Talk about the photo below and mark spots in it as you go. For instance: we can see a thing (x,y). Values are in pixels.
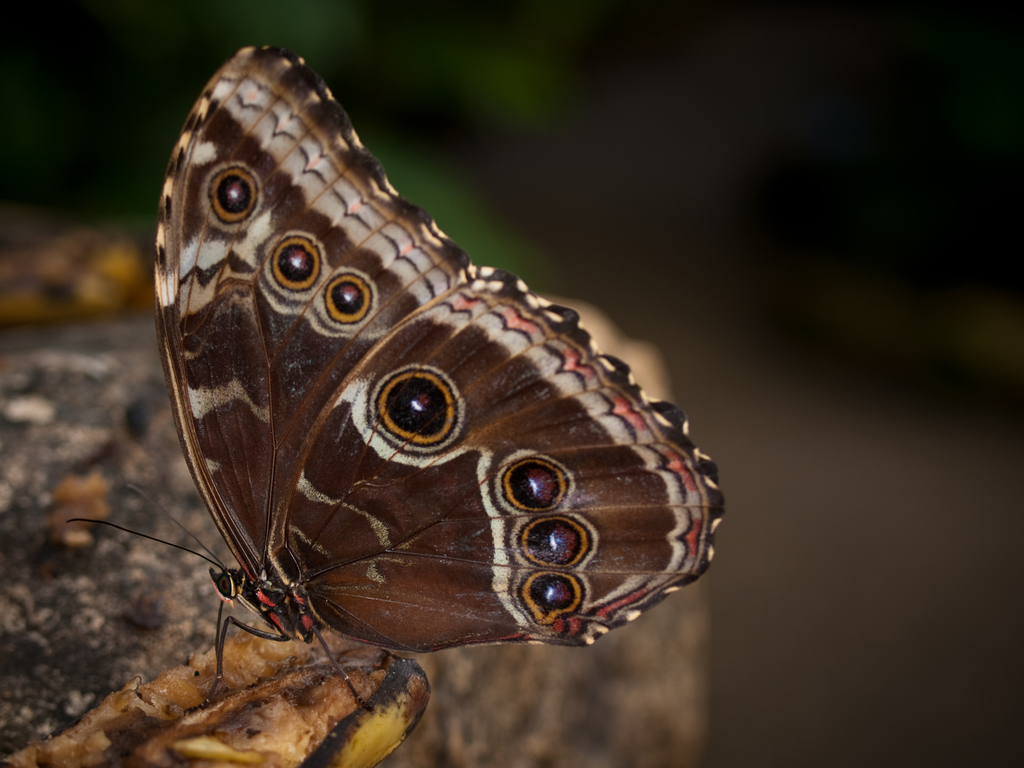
In this image in the foreground (252,522) there is one butterfly (480,588) and in the background (140,291) there are some trees (133,220) and some stones (85,506).
